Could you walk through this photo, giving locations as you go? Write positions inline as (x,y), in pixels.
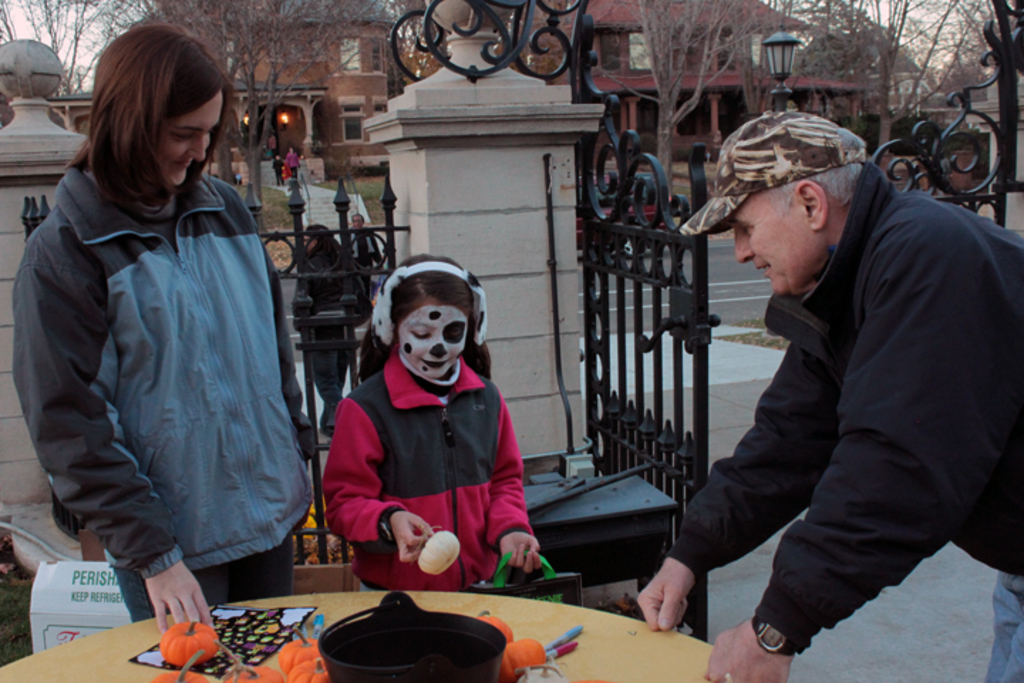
In this image we can see a man (939,320), woman (187,392) and also a girl (399,430) with a face mask (438,332) holding a bag (530,581). We can see some pumpkins (305,673), a black color paper (254,625) and also a bucket (393,630) on the wooden table (598,664). In the background (842,88) we can see the buildings (826,88) and also trees (865,38). We can also see a black color gate (687,218) and also road (733,290) in this image.
